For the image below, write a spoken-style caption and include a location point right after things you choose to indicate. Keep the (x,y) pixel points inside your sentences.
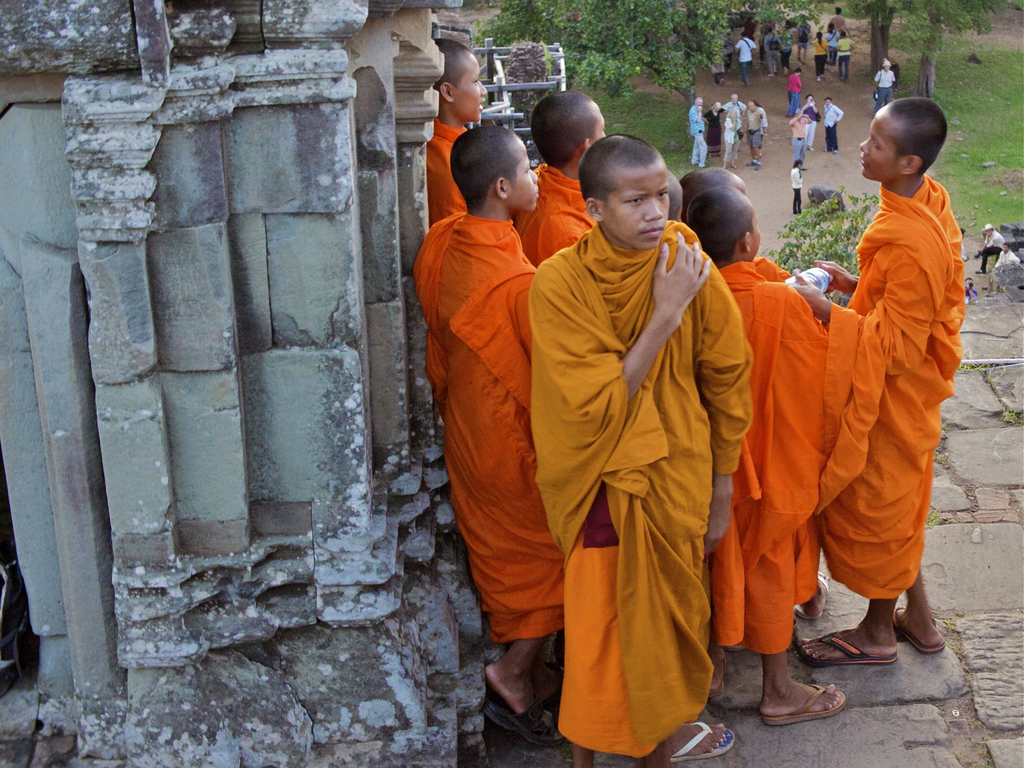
This image is taken outdoors. On the left side of the image (323,161) there is a pillar (263,725). At the bottom of the image (1007,574) there is a floor (798,738). In the background (871,4) there are a few trees (875,42) and plants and there is a ground (976,96) with grass (974,133) on it. A few people (733,122) are standing on the ground (816,154) and a few (797,186) are walking. In the middle of the image (575,332) a few kids (592,315) are standing on the floor (743,722).
